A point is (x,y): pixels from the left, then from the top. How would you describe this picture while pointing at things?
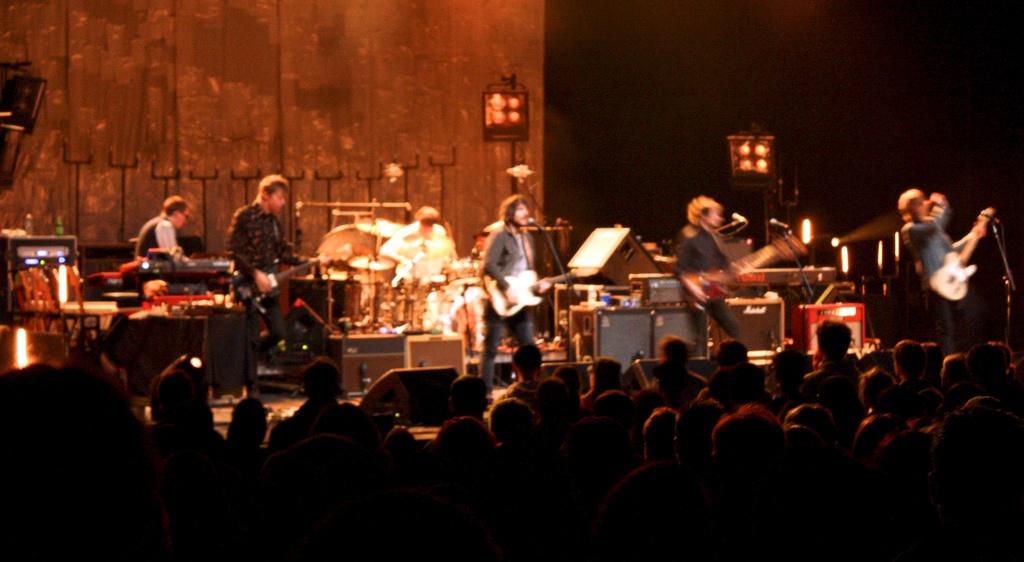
Bottom of the image (936,537) few people (83,378) are standing and watching. In the middle of the image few people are standing and playing guitar (312,266) and there are some microphones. Behind them there is a wall (41,31) and there are some drums (462,301).
